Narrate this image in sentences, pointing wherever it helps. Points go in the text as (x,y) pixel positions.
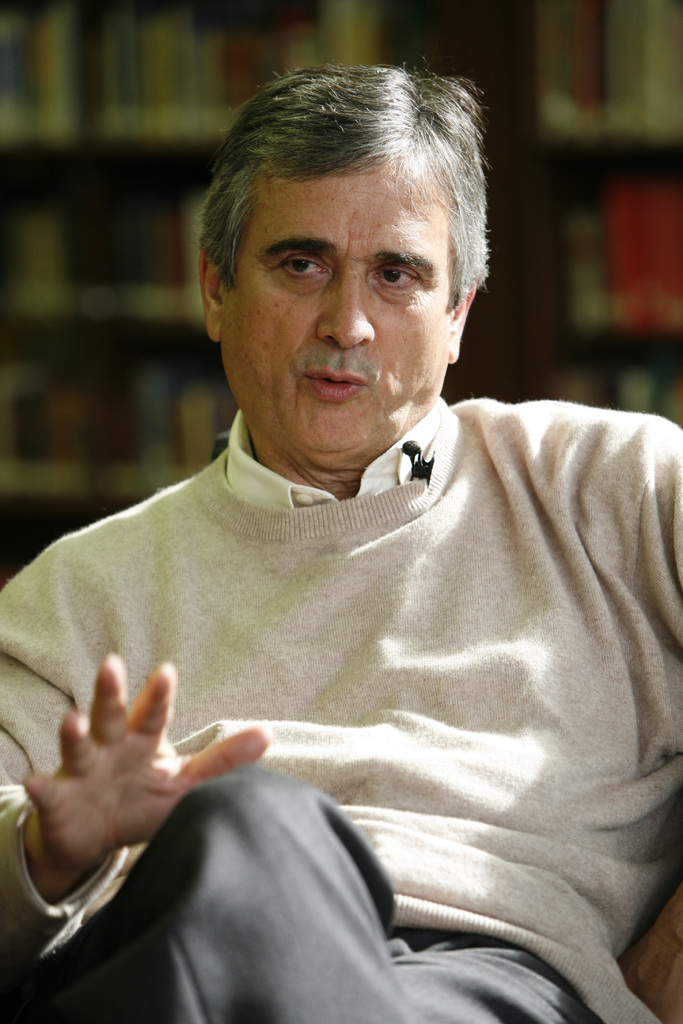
In the center of the image (369,536) a person (369,536) is sitting. In the background (606,198) the image is blur.
